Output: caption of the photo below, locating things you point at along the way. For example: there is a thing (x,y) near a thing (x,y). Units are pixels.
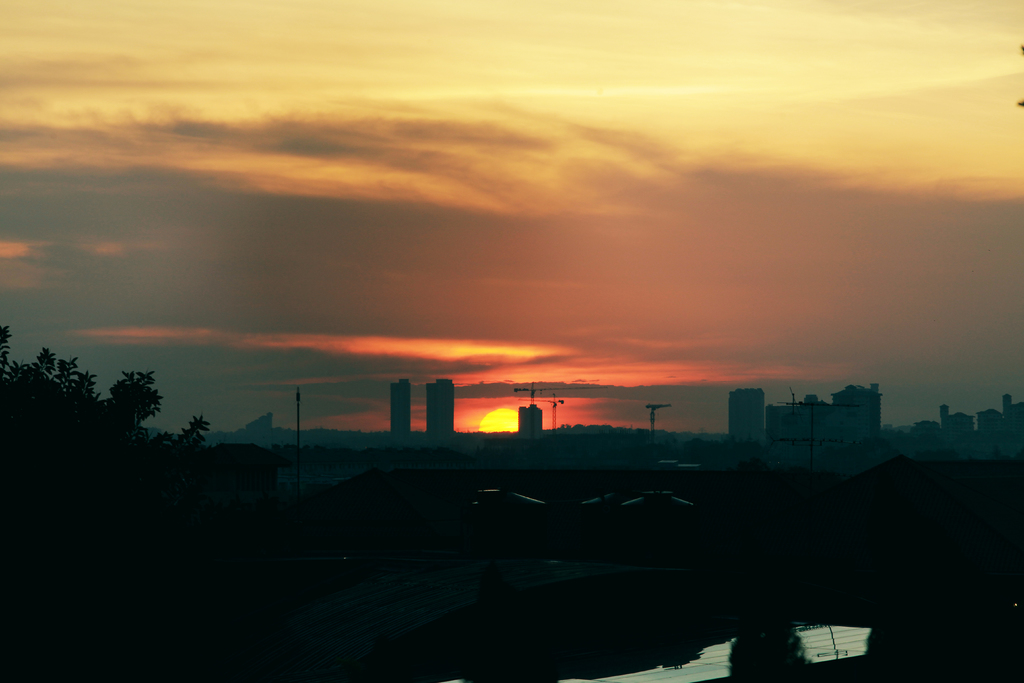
On the left corner of the picture (68,425), there are trees (157,441). There are buildings (521,416) in the background (432,431). At the bottom of the picture (562,529), it is dark. At the top of the picture (521,207), we see the sky (511,240). This picture is clicked at the time of sunset.
